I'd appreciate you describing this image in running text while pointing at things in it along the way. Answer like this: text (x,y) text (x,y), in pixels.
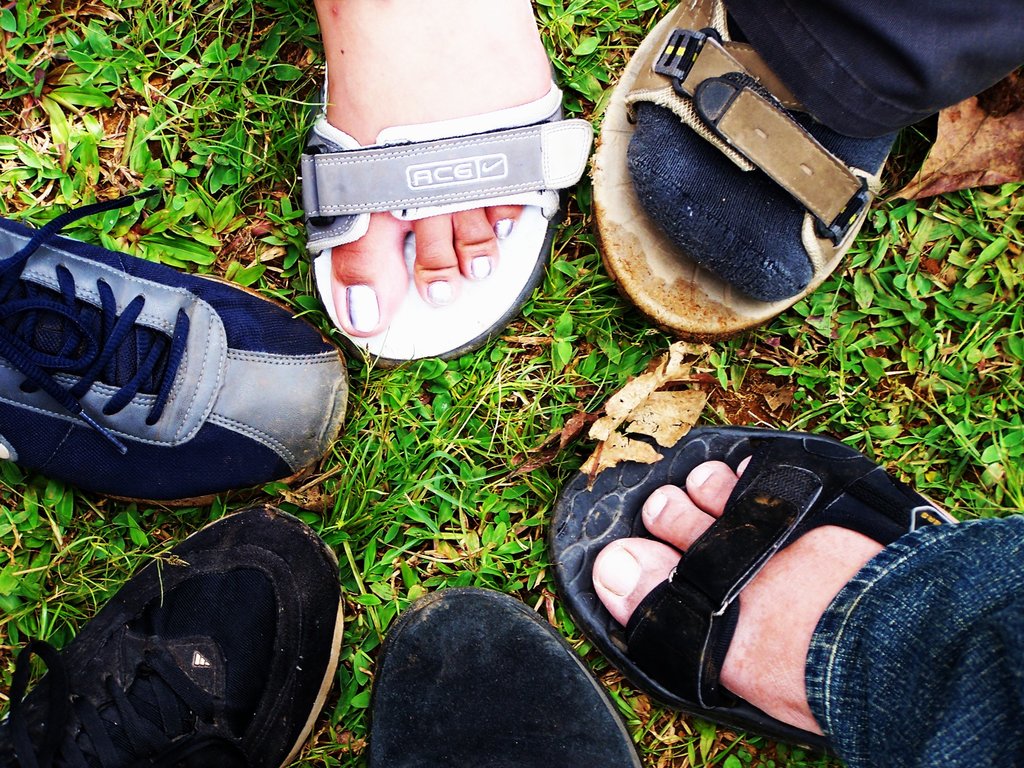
On the left side (250,536), there are three shoes (294,718) on the ground (325,529). On the right side (807,630), there are three feet (434,7) of the persons (883,692) who are wearing slippers (541,281) which are on the grass (170,43) on the ground (477,579).
